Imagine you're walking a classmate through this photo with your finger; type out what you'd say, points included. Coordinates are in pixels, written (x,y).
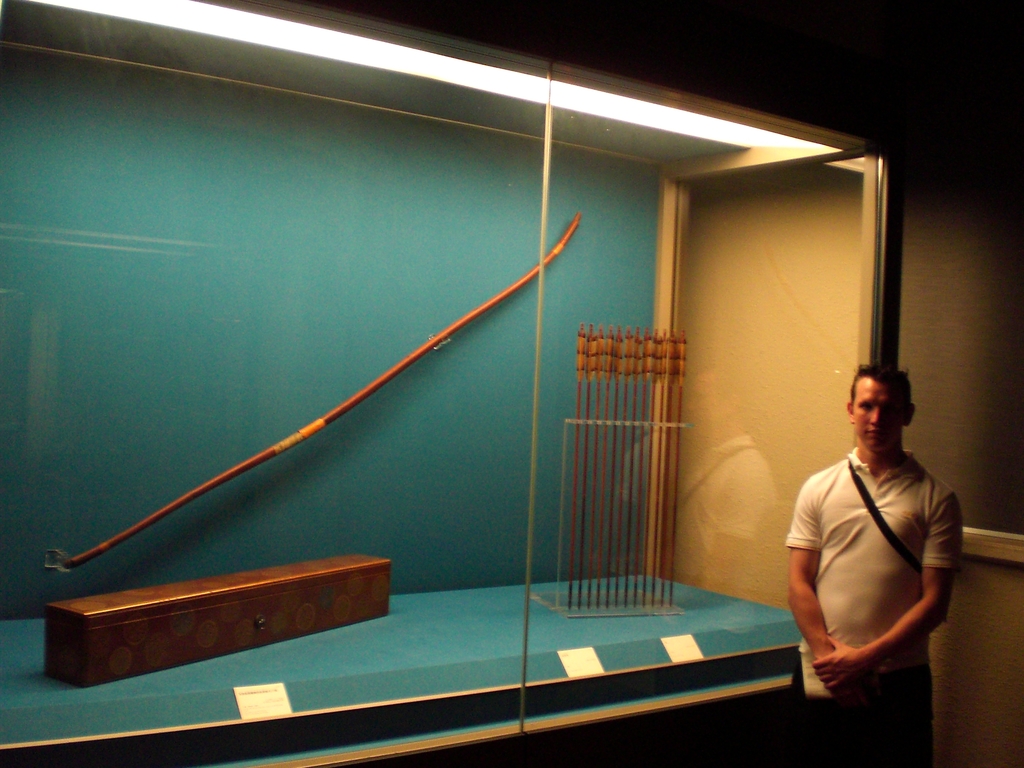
In this picture there is a man (828,533) towards the right corner (860,517). He is wearing a white t shirt (897,597). He is standing beside the glass (466,528). In the glass (420,466), there is a box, arrows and a stick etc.
